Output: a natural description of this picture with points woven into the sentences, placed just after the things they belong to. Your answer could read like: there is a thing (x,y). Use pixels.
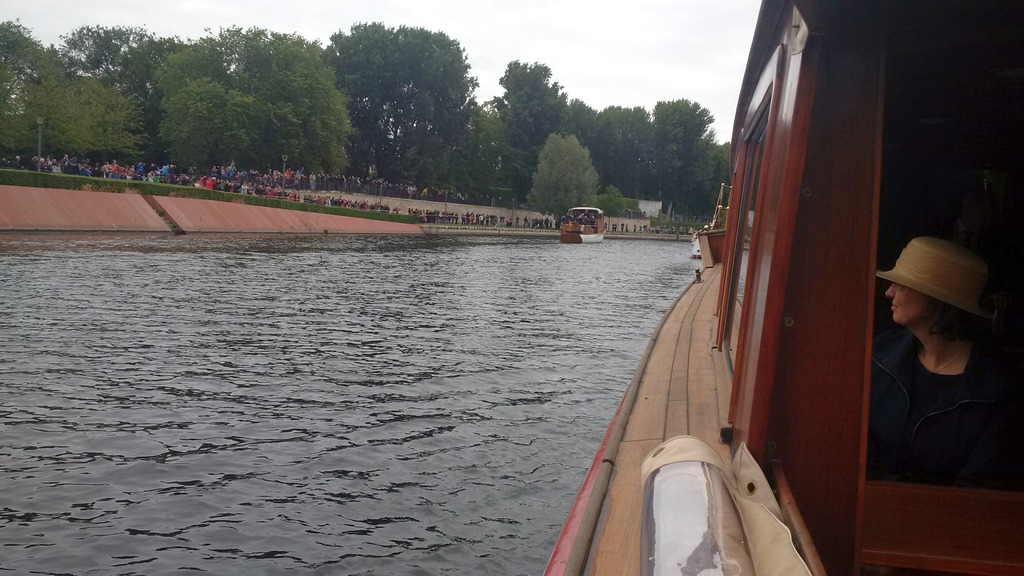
In this image there is a person (990,436) in a boat (870,391) on the water (495,391), and at the background (504,222) there are group of persons (366,203), grass (102,179), poles (38,130), iron rods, boat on the water (365,339), trees (172,125), sky (593,6).
